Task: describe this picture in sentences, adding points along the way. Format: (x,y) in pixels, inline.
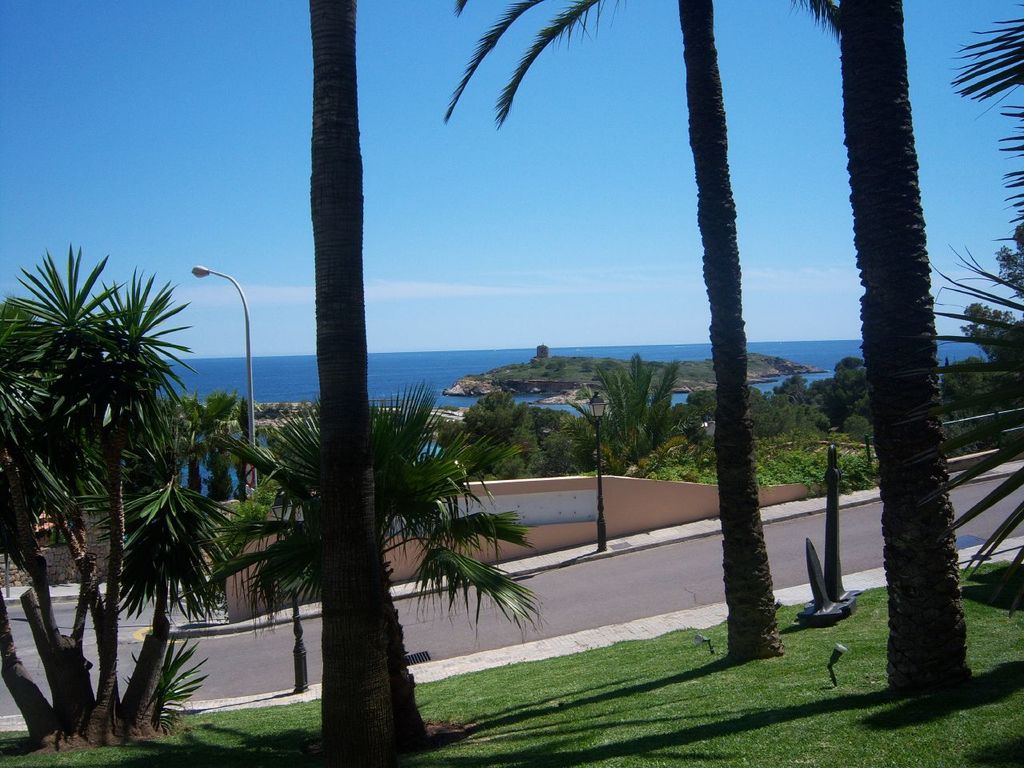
This picture is taken from outside of the city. In this image, on the right side (867,45), we can see a wooden trunk (914,392) and green leaves (1017,73). On the right side (713,95), we can also see a tree (716,212). On the left side (338,228), we also see some trees (350,482), plants (170,541). In the background (486,410), we can see some trees (486,410), street light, water (824,355) in an ocean (824,355), rocks (793,368), plants (700,456). At the top (435,232), we can see a sky (431,267), at the bottom (571,618), we can see a road (608,601) and a grass (785,719).
